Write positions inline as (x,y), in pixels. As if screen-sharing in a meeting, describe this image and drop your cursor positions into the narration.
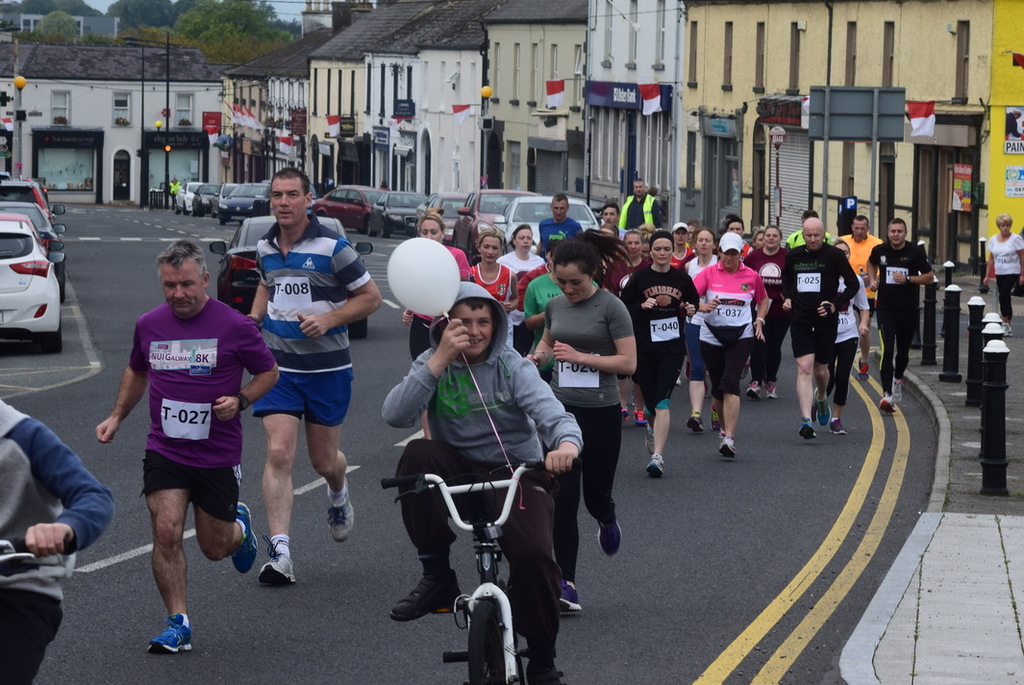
In this image in front (570,464) there is a person (558,461) cycling on the road (645,546) and he is holding the balloon (424,241). Behind him there are a few other people (649,316) running. There are cars (36,232). There are street lights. In the background of the image (155,130) there are buildings (100,54), flags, trees (165,18). On the right side of the image (924,331) there are poles (957,361).
